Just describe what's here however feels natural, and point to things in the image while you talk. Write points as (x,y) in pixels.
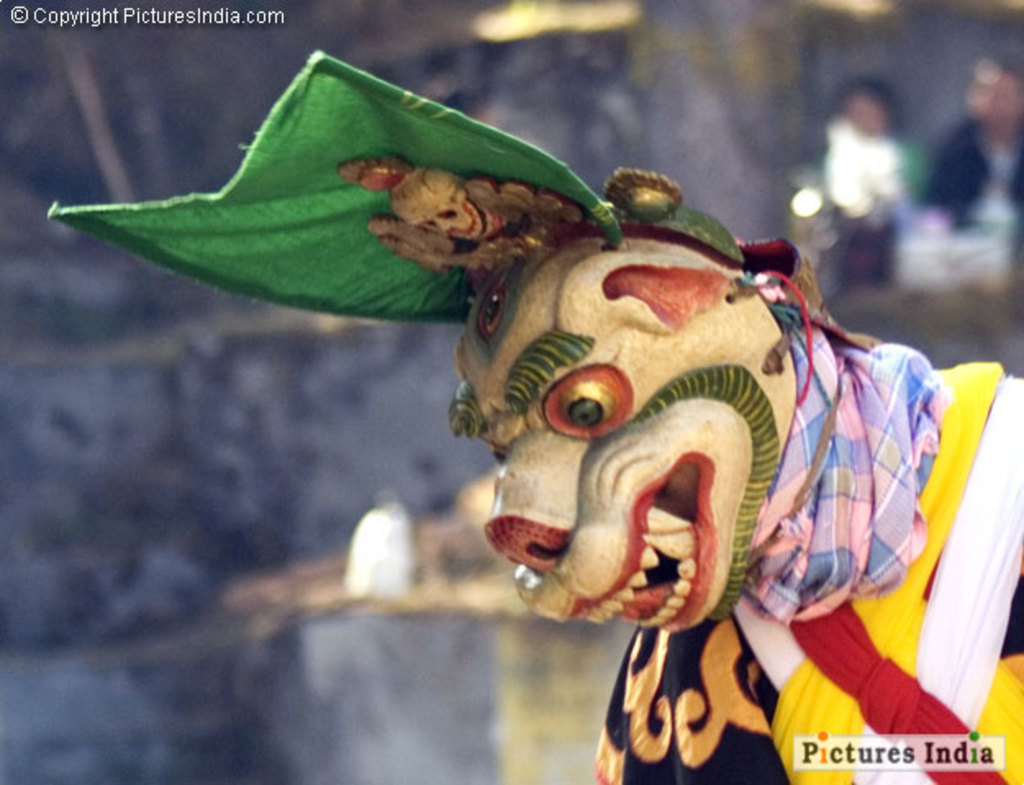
In this image we can see costume (887,504). There is a blur background (4,577) and we can see two people (877,139). At the top (272,16) and bottom of the image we can see something is written on it.
